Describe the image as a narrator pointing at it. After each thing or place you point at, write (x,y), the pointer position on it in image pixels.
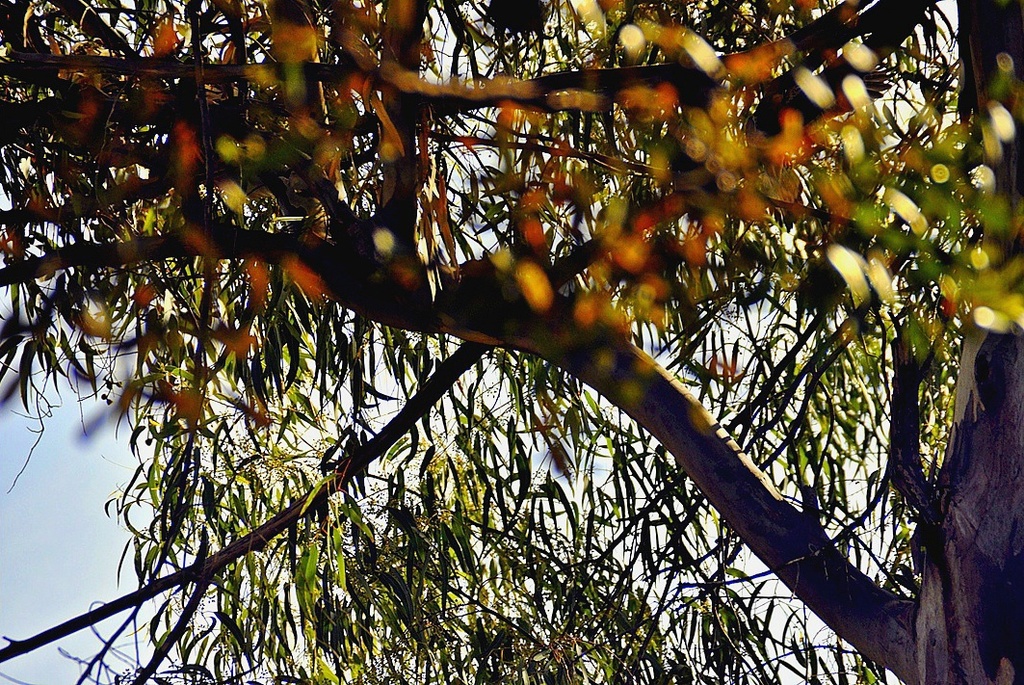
In this image I can see few trees (500,478) which are green, black and orange in color. In the background (86,479) I can see the sky (64,544).
